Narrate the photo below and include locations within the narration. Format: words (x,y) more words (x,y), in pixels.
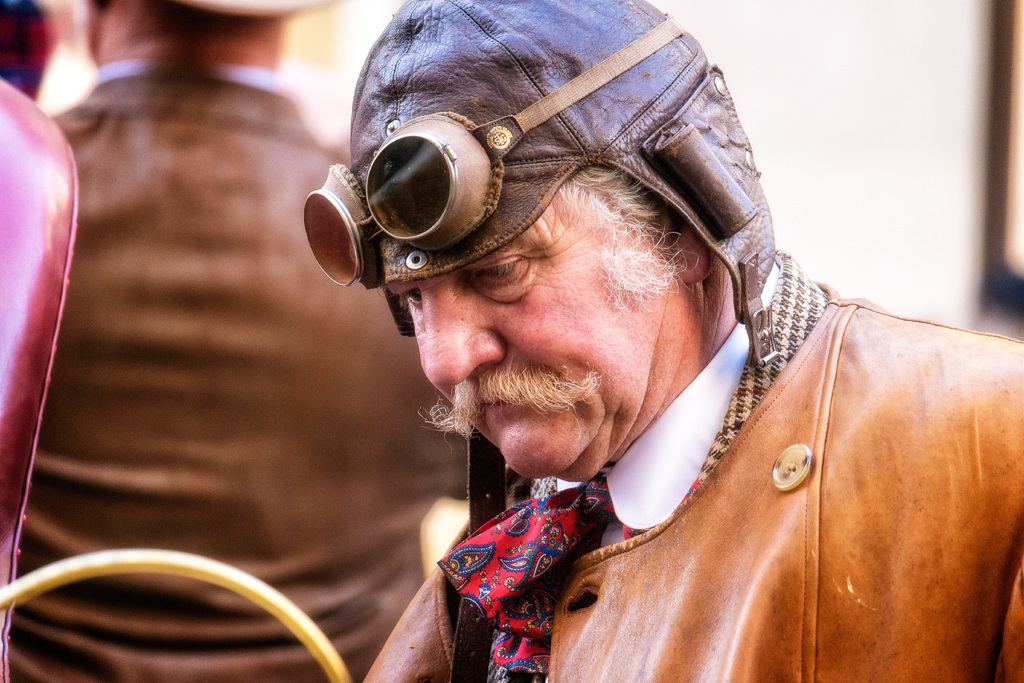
As we can see in the image in the front (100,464) there are two people (348,463) and the background (943,34) is blurred.
